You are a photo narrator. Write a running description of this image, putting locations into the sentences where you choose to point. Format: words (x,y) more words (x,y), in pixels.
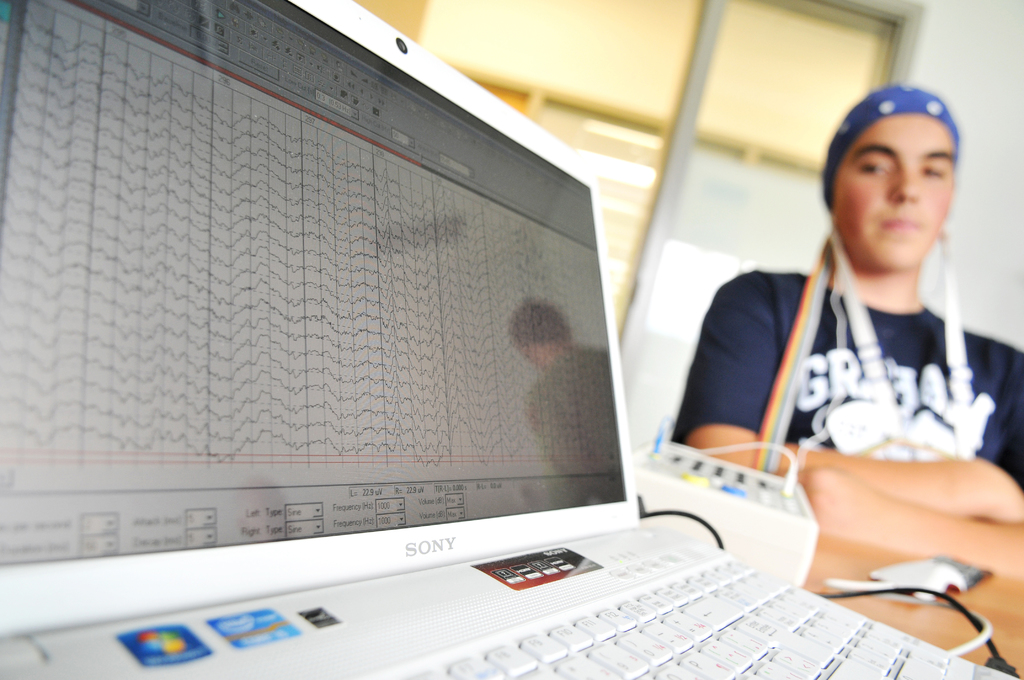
This is a laptop (494,568) which is in white color, in the right side (917,94) a person (902,302) is looking at this, this person (768,361) wore a t-shirt (894,344).
